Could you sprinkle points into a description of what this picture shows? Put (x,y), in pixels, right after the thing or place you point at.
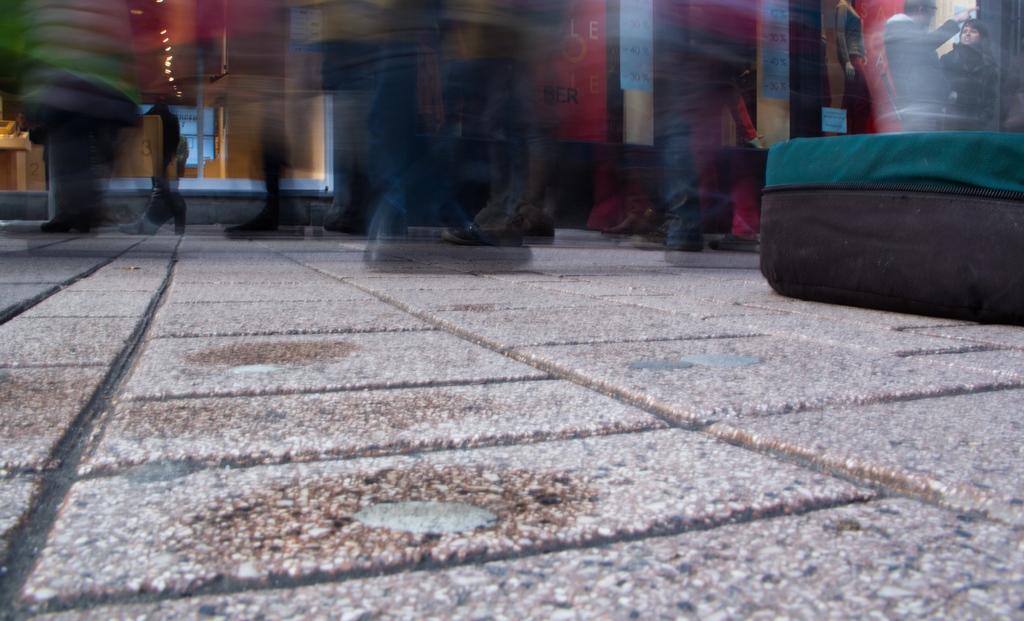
This is the sidewalk (779,449) of a street (850,344). There are people (392,159) and the background (998,94) is blurred.
